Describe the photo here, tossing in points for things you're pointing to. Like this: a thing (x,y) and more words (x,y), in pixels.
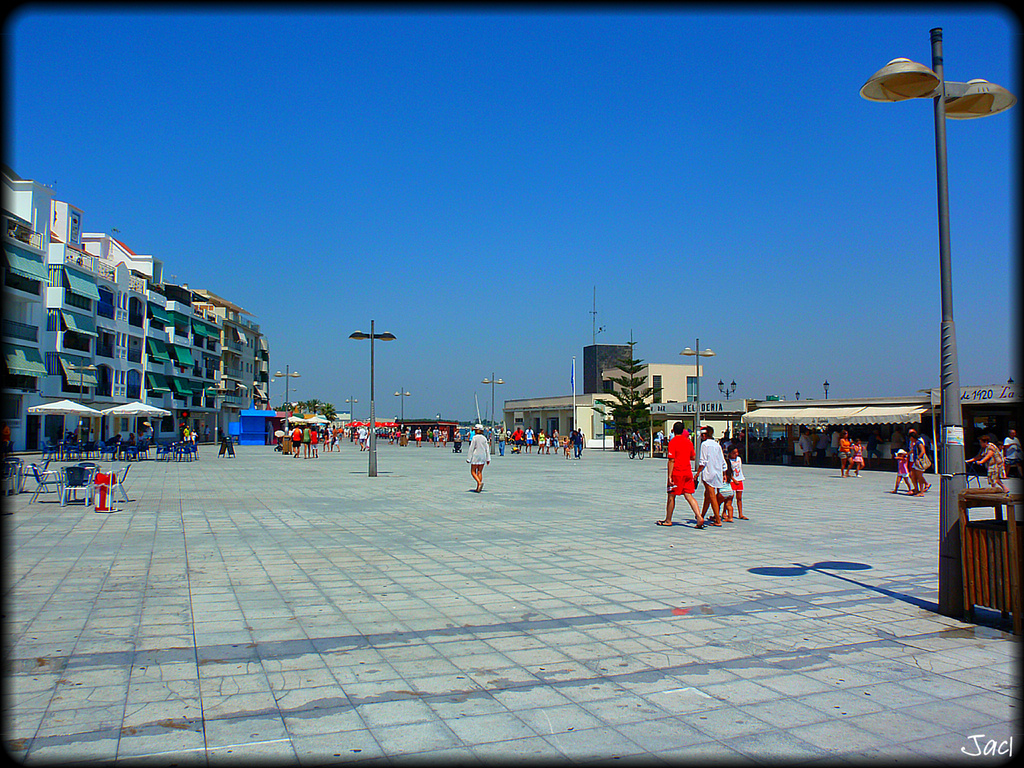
In this image we can see few people (478,449) walking on the floor (602,465), there are few chairs (94,475), umbrellas (76,413), few light poles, a wooden object (967,531) near the light pole (953,538), there are few buildings (72,328), a tree (639,411) and the sky (569,179) in the background (569,179).
